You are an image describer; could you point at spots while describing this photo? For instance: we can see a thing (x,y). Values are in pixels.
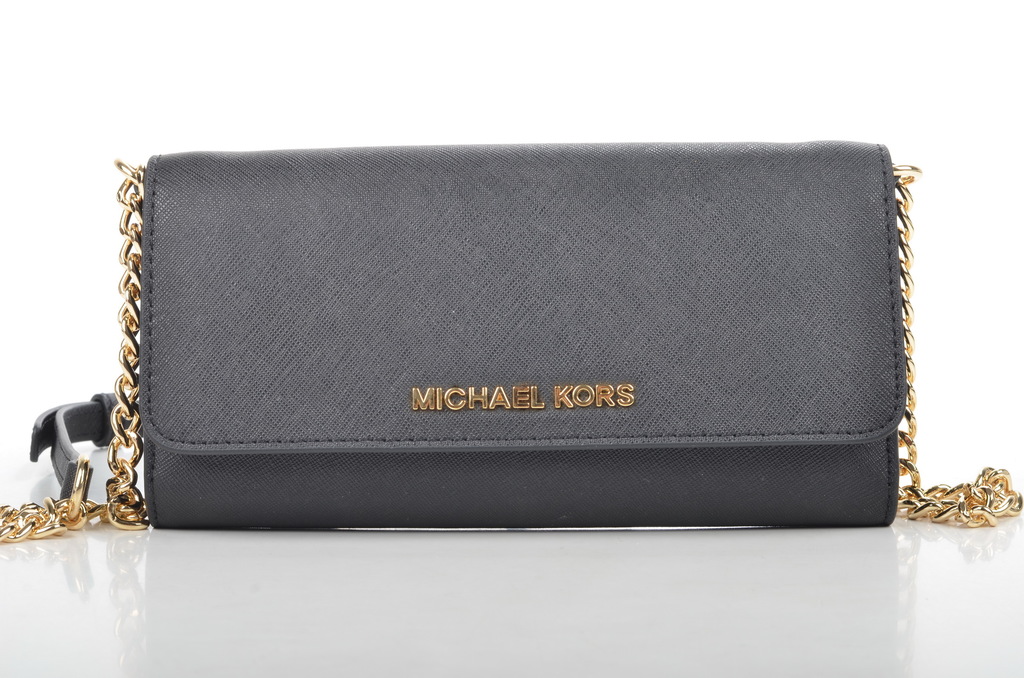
A handbag (153,239) labelled Michael kors is shown in the picture.
